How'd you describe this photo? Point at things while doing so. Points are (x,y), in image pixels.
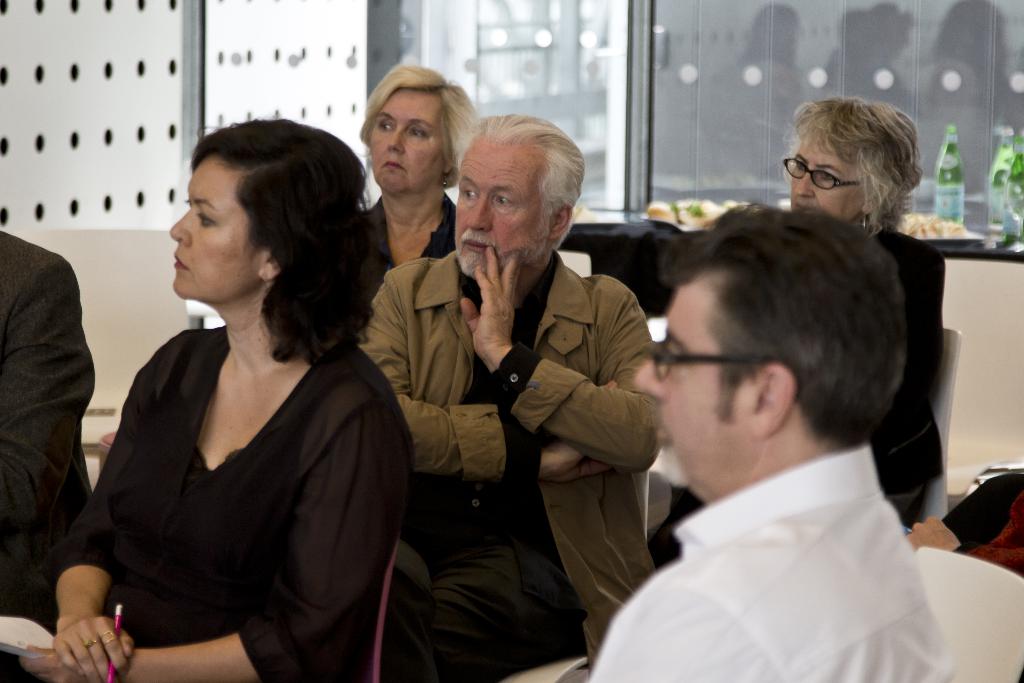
People (541,404) are sitting in a room (973,329). The person (807,592) at the right (795,619) is wearing a white shirt (789,582). There are glass bottles (957,202) and food items (933,231) at the back (939,231).
